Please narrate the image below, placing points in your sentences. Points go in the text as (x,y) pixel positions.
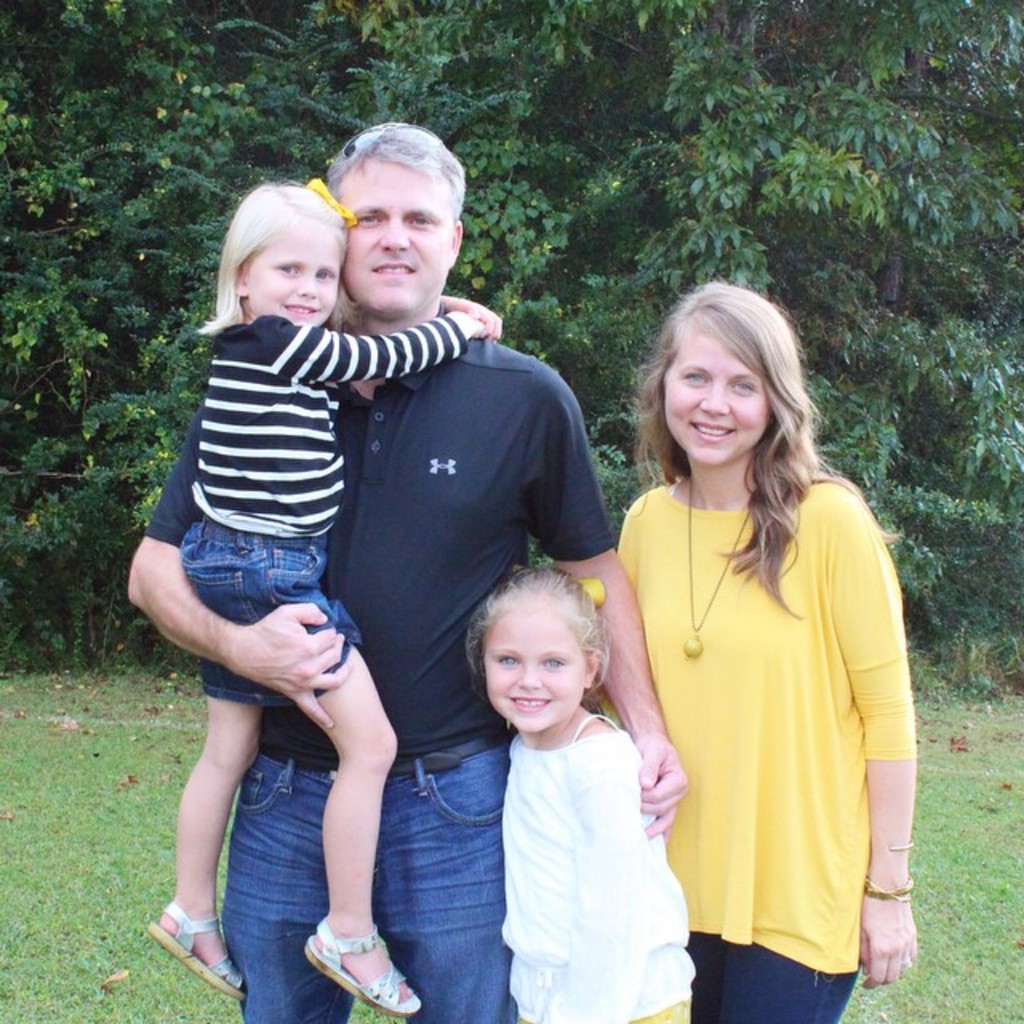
In this image we can see some people (464,485) standing and behind them, we can see trees (467,211).
